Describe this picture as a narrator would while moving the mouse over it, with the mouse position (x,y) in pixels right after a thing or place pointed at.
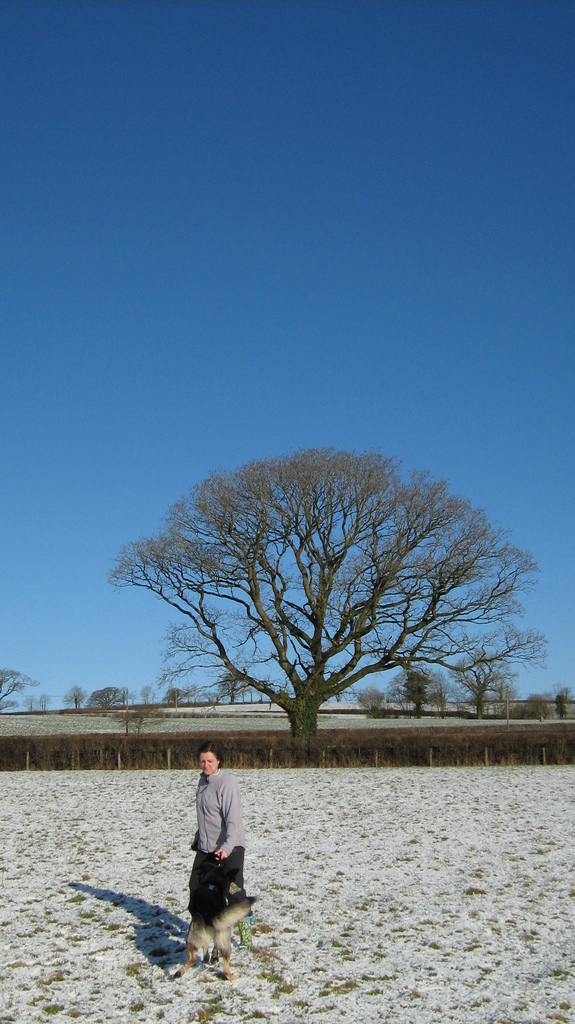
In the front of the image (137,904) we can see a woman (212,819), snow (384,819) and dog (237,909). In the background of the image (48,564) there are plants (48,740), trees (394,682) and the sky (263,386).
